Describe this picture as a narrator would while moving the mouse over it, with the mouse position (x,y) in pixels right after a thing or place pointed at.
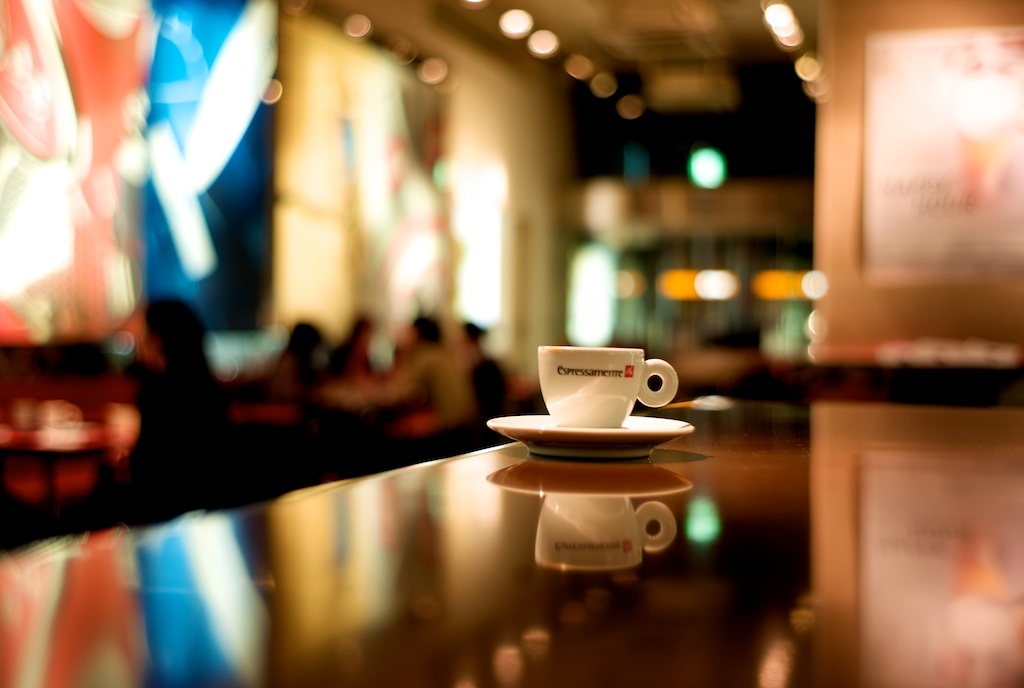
The coffee cup (548,385) and saucer (610,436) are highlighted in this picture. On this table (638,577) there is a coffee cup (571,383) with saucer (578,443). Far persons (445,375) are sitting on chair (421,430).
